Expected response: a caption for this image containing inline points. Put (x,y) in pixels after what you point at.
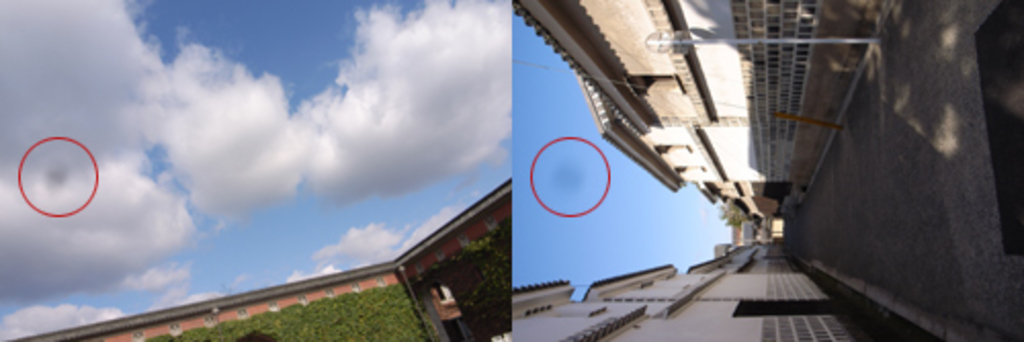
In this picture we can see two collage photographs of the building (727,94). On the right side (683,114) there are two white buildings (760,156) with a small lane (914,187) in the middle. On the left side (325,303) there is a red brick wall (429,263) and grass vine (337,313) on the wall (348,334). On the top (50,79) we can see the sky (265,174) and clouds (332,170).
